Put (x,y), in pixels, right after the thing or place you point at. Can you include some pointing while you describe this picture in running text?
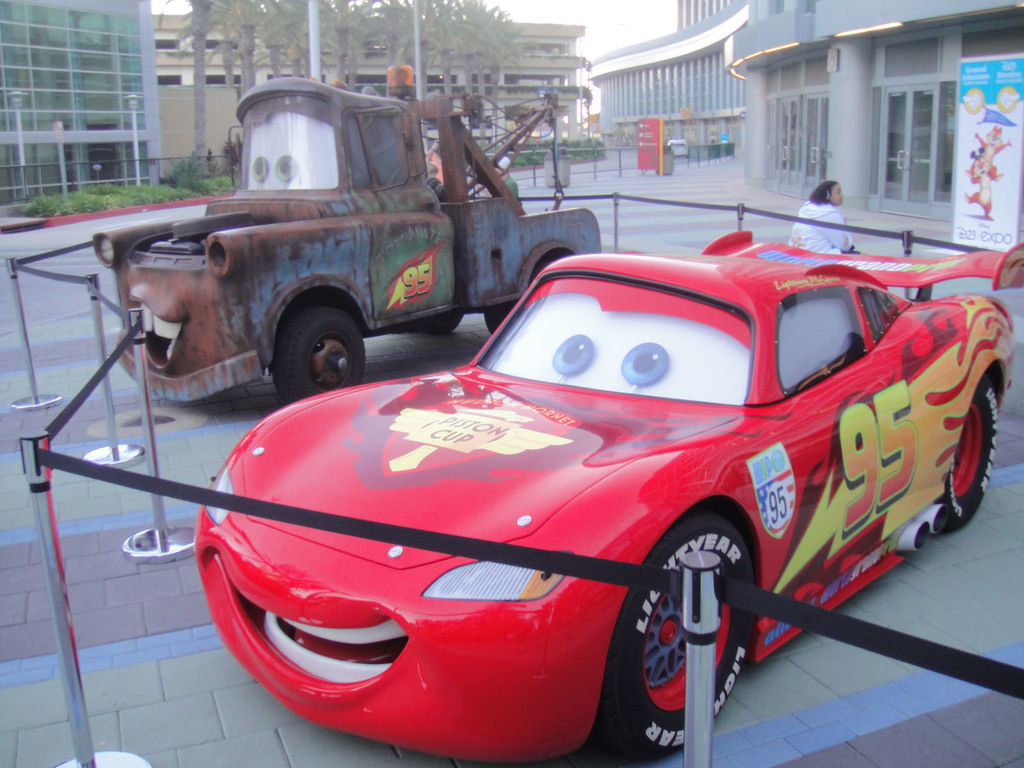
In this image there are vehicles (437,420). In the background (242,16) there are buildings (555,75), trees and there are boards (979,92) with some text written on it and there is a person (819,238) in the center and in the front (141,554) there is a fence (946,656).
